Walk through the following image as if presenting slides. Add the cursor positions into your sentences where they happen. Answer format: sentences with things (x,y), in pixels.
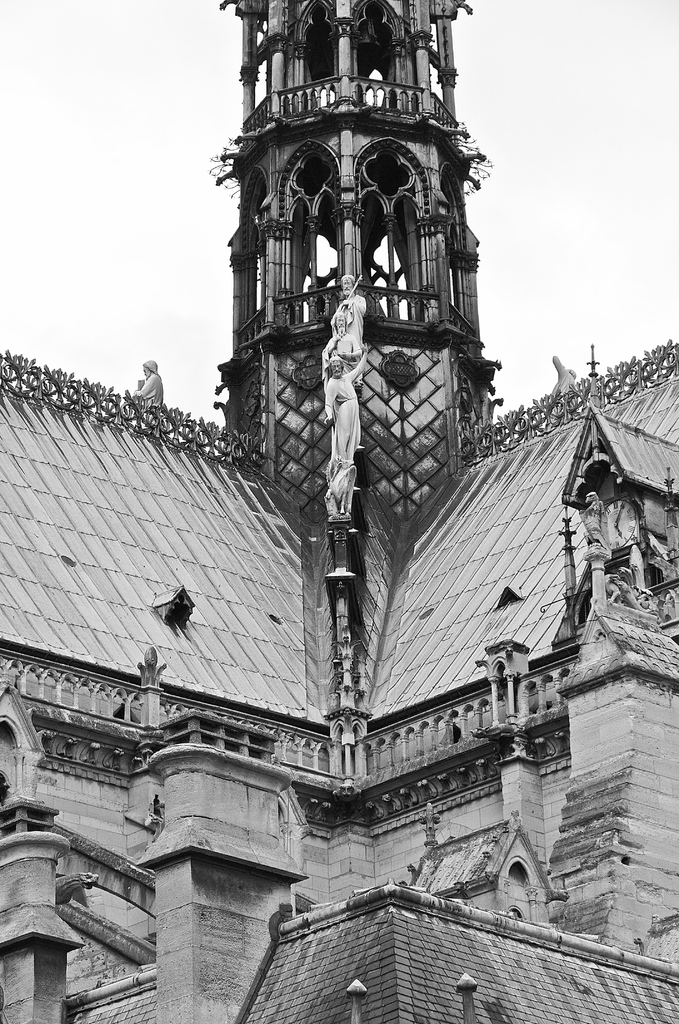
In this image I can see a building (289,657) and I can see few sculptures (346,292). I can also see this image is black and white in colour.
